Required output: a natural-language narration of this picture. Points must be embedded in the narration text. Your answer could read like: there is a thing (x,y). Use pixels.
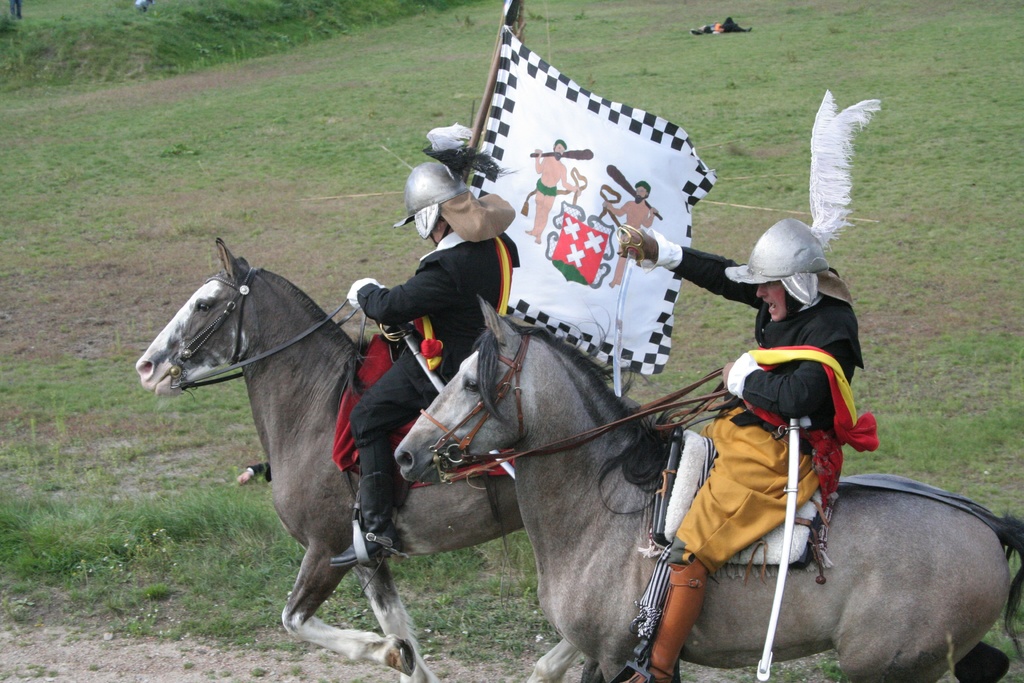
In the foreground (545,390) I can see two persons (725,481) are riding horses (592,481) on the ground (249,214) and are holding swords (625,297) and flagpoles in their hand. In the background (702,323) I can see a person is lying on grass (340,143) and two persons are standing. This image is taken may be during a day.
